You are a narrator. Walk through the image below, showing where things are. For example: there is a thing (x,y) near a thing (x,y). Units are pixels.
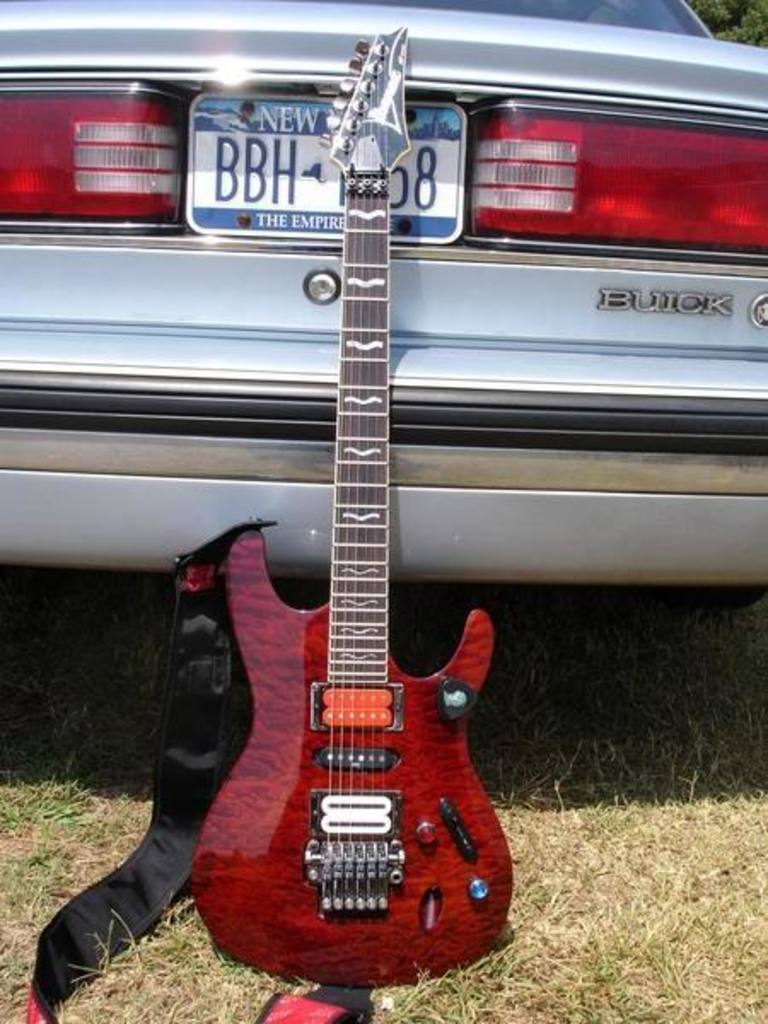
This is a silver color car (440,222) with a number plate (453,197), tail lights (495,197). This is a red color guitar (355,584) with strings (346,438) placed on the grass (485,973).
